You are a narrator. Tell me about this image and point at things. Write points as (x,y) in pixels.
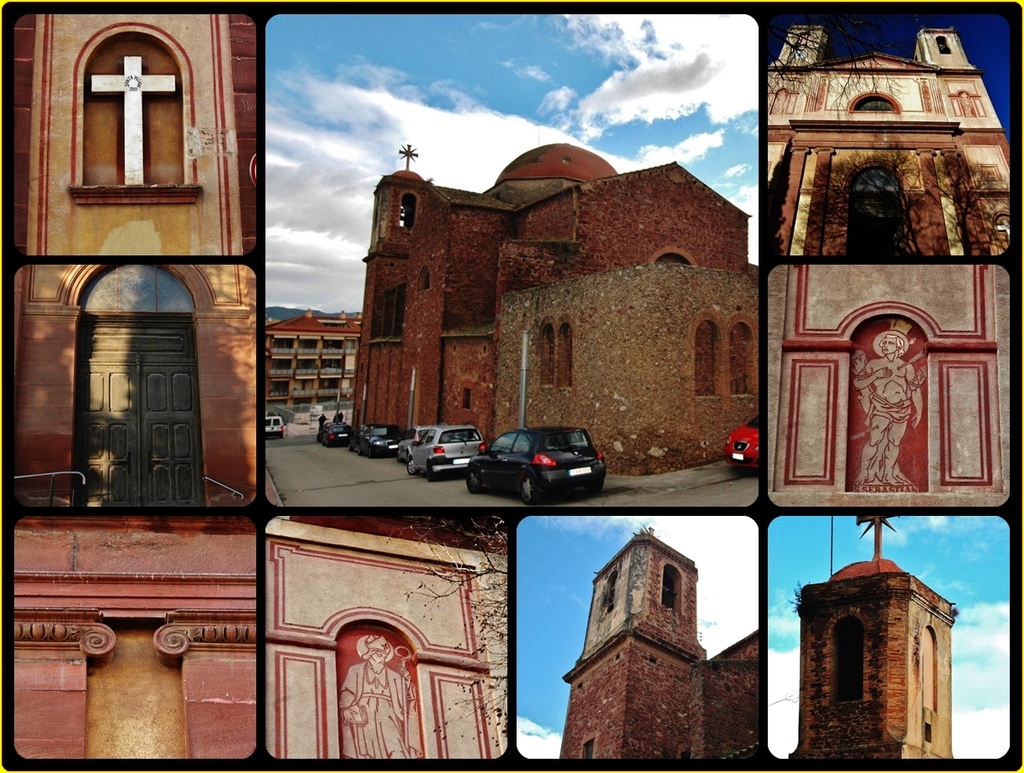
It is the collage of nine images where we can see there is a building (516,328) in the middle (489,318). In front of the building (450,406) there are cars (401,445) parked on the road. On the left side (134,99) top there is a cross symbol (146,88). On the right side (952,233) top there is a building (910,147). At the bottom (413,636) there are buildings (743,672).
